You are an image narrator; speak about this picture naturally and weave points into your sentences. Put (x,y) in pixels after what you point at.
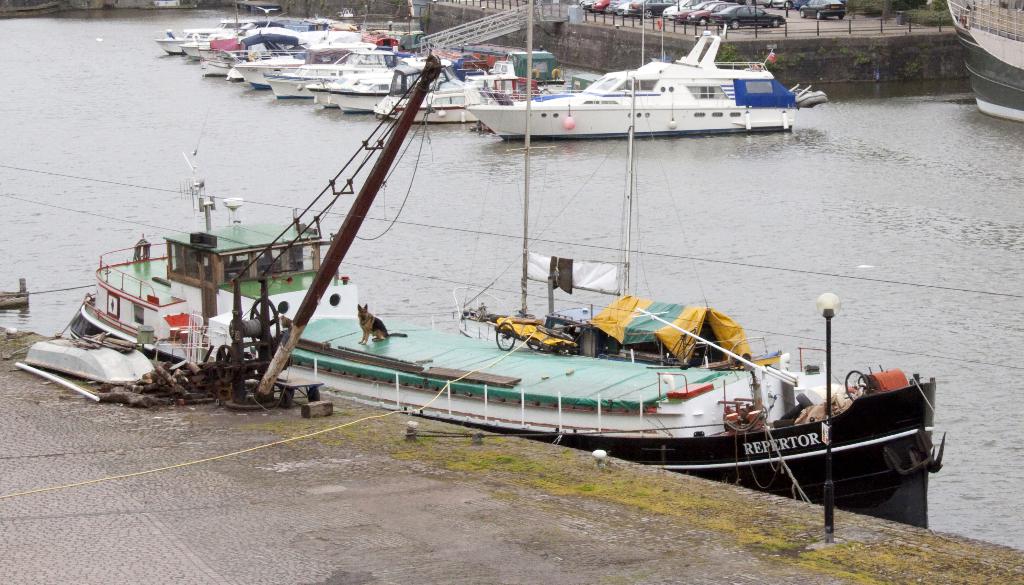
At the bottom of the image (236,473) there is road (216,453). On the road (207,420) there is a machine (280,358) with pole (305,306) and wheel (269,326). And also there are some other things (123,377) on the floor (216,410). Behind that there is a ship (737,368) on the water (960,488). On the ship (423,356) there is a dog (371,316), railing (121,286) and also there are poles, wires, ropes (516,350) and other objects (809,415). And also there is a name (802,437) on the ship (802,437). In the background (342,55) there are few ships (348,81) on the water (314,174). Behind the ships (450,57) there is a wall (670,39) with railings (444,6). Behind the railing (757,26) there are vehicles (822,8). In the top right corner of the image (990,87) there is a ship (980,68).
